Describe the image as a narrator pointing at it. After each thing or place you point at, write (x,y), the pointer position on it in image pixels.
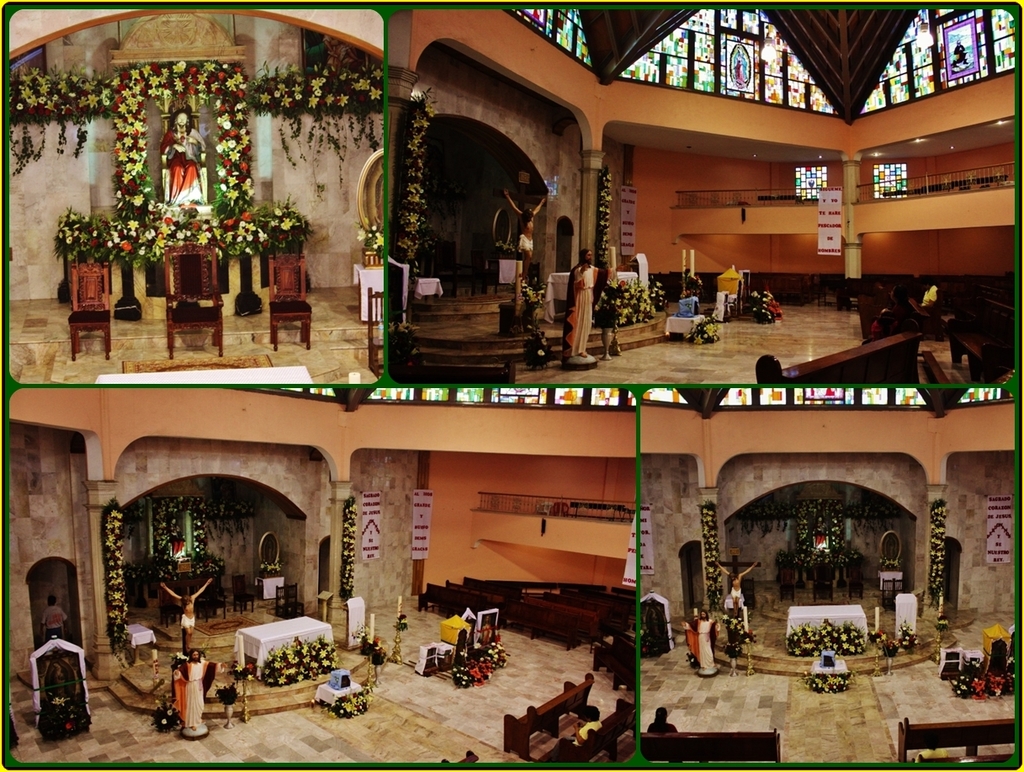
In this image I can see a collage picture in which I can see a stage (363,367) which is decorated with flowers (281,234) and a statue of Jesus (183,135), the wall (684,169) which is orange in color, the floor (431,692), a table (294,631) with white colored cloth (284,625) on it and few windows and a banner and I can see few benches (617,737) with few persons (650,732) sitting on them.
